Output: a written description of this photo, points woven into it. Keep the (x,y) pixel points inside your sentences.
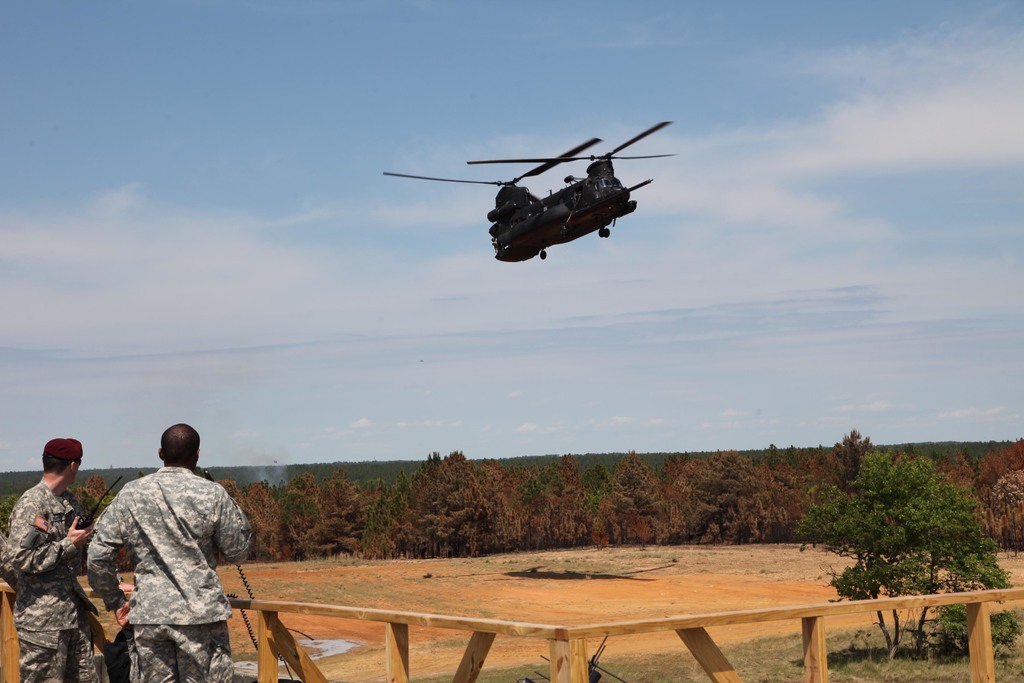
In this picture there is a helicopter (536,210) which is in black color is flying in air (501,174) and there are two persons (169,580) standing in the left corner (177,595) and there is a fence (503,625) in front of them and there are trees (584,492) in the background (652,493).
